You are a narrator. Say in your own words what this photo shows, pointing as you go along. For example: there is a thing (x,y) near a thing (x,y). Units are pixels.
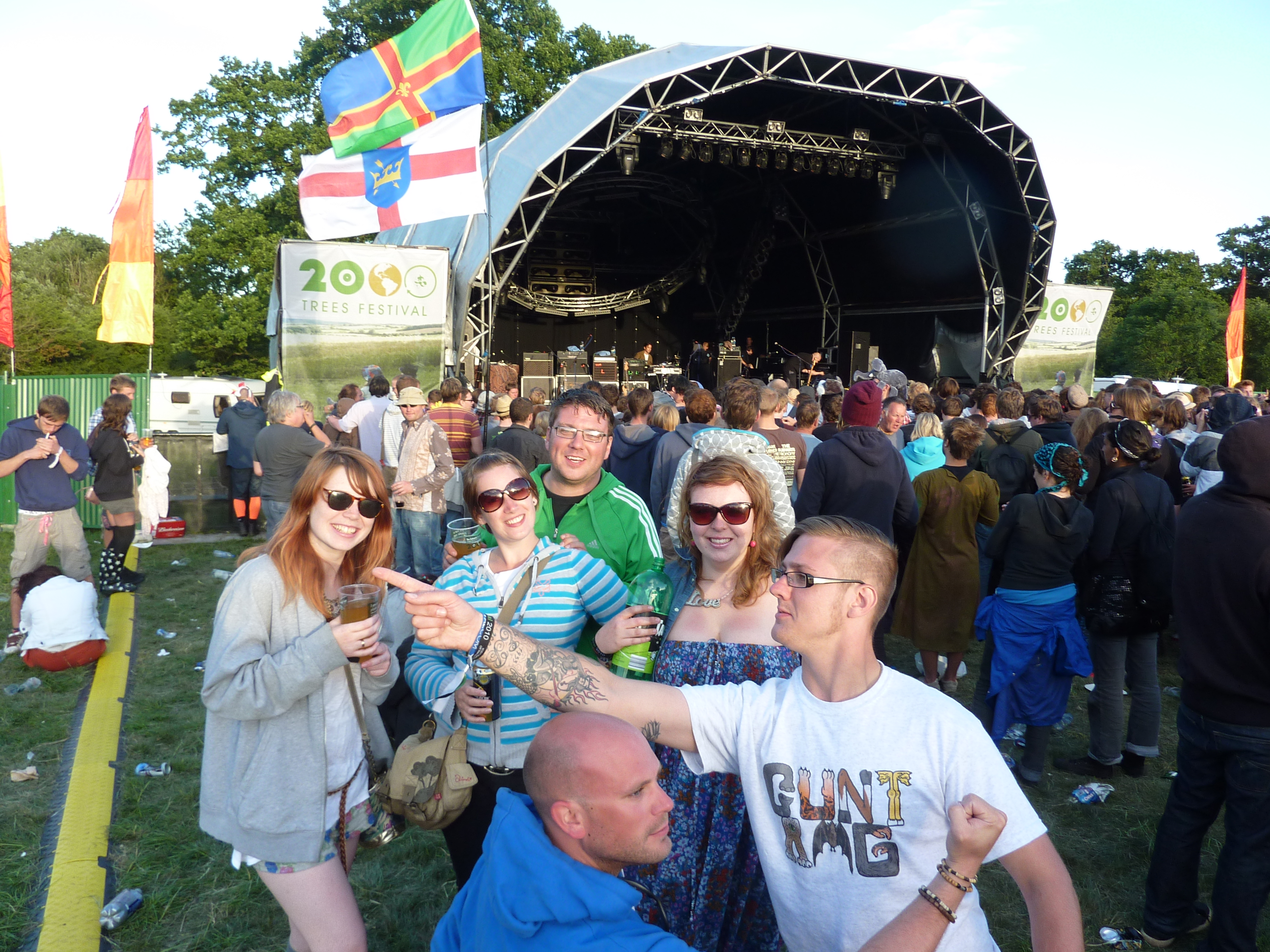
In the picture we can see some people (621,748) are standing on the grass surface (33,764) and woman (318,748) are holding glasses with drink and they are smiling and one man (841,746) is showing something raising his hand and he is in a white T-shirt (862,748) and behind them, we can see some group of people (1191,572) are standing and talking to each other and behind them, we can see a shed (879,342) with lights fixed to it and beside it we can some flags (369,176) and behind it we can see some trees (77,280) and behind it we can see a sky (1120,216).
